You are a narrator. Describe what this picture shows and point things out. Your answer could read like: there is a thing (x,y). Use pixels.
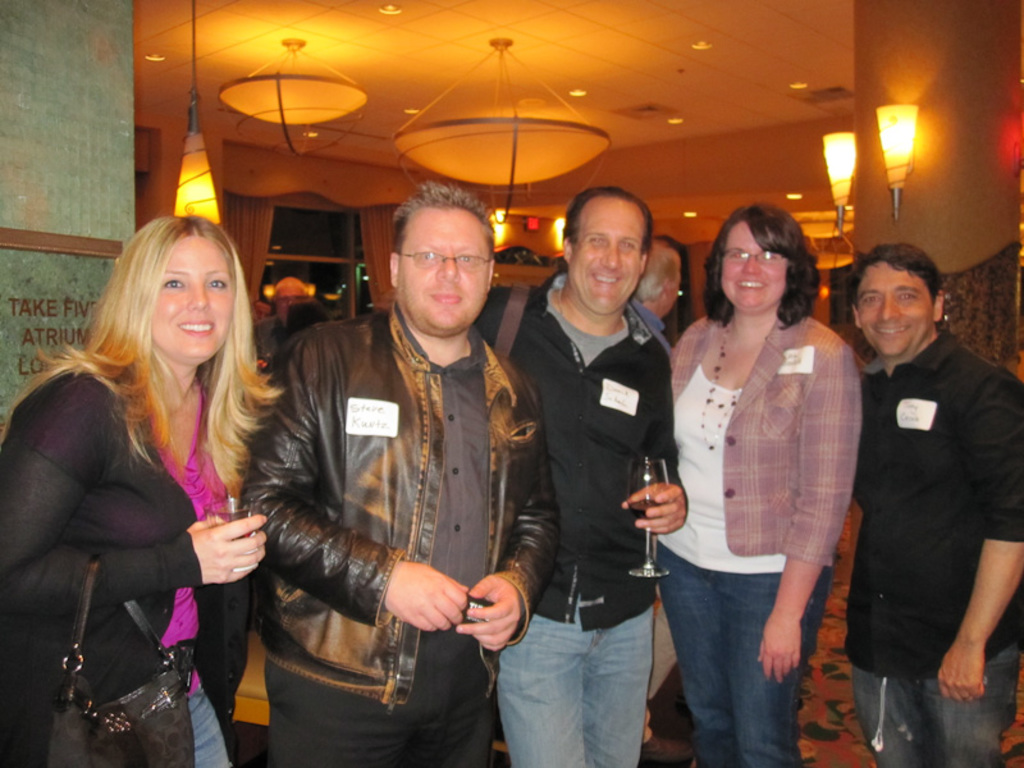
In this picture I can see there are five people (439,439) standing here and the woman (140,565) on to left (208,636) is holding a wine glass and the person (674,481) standing at the center (613,309) is wearing a black shirt (644,402) and holding a wine glass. In the backdrop (287,302) there are some other people (293,285) and there are lights (847,178) attached to the wall (859,175).
